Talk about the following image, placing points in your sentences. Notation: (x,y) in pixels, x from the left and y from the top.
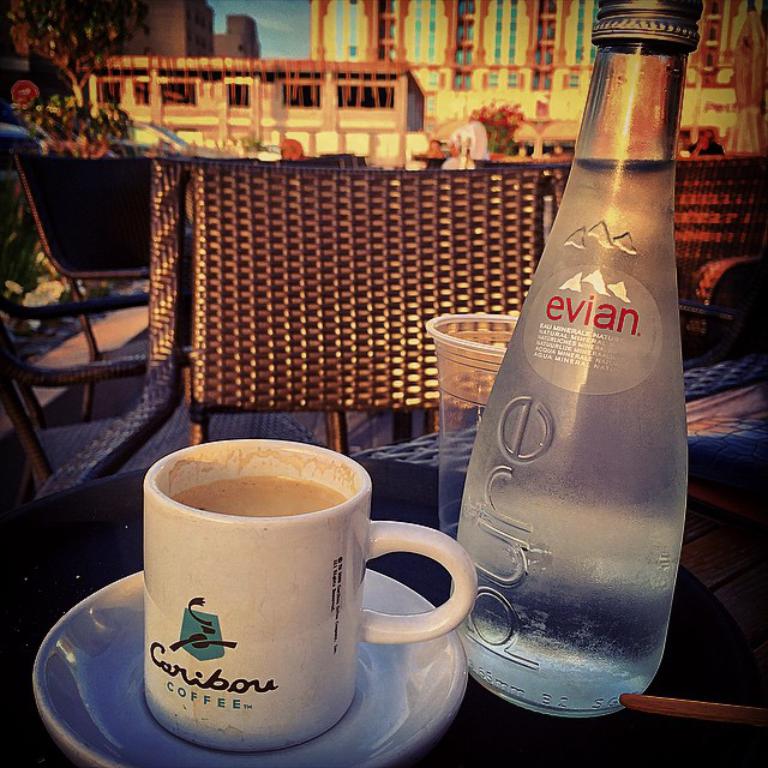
in the center (307,459) we can see coffee cup (278,581), water bottle (609,520) on the table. And coming to the background (427,316) we can see the chair (334,291), plant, building (371,41) and sky (287,53).
